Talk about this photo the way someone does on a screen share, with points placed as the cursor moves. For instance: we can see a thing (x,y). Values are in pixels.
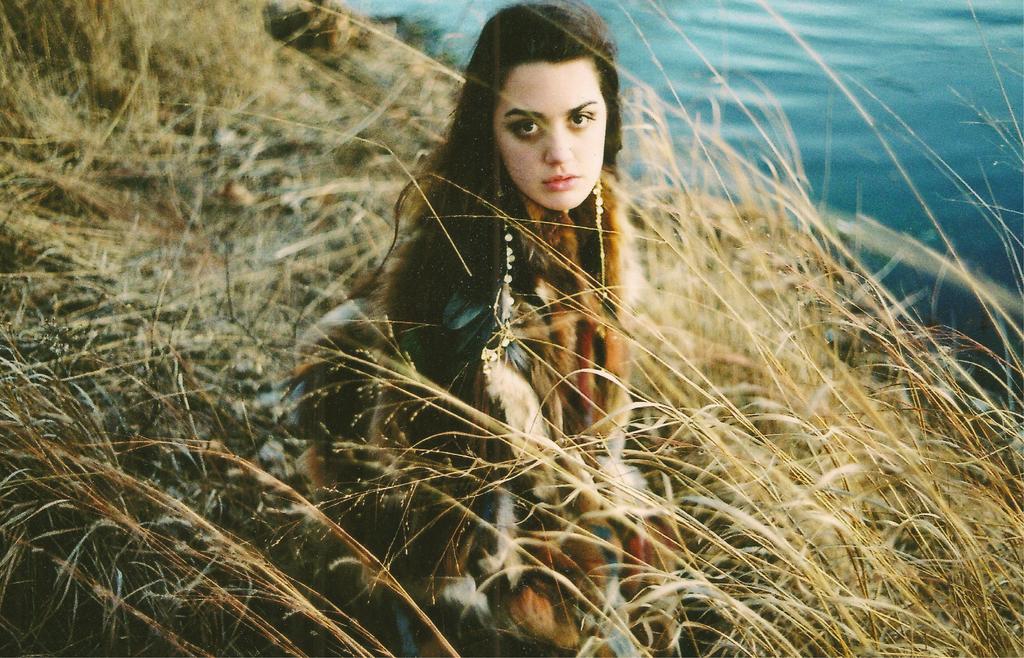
In this image, we can see a lady (501,356) and in the background (137,274), there is grass (373,175) and water (873,168).
